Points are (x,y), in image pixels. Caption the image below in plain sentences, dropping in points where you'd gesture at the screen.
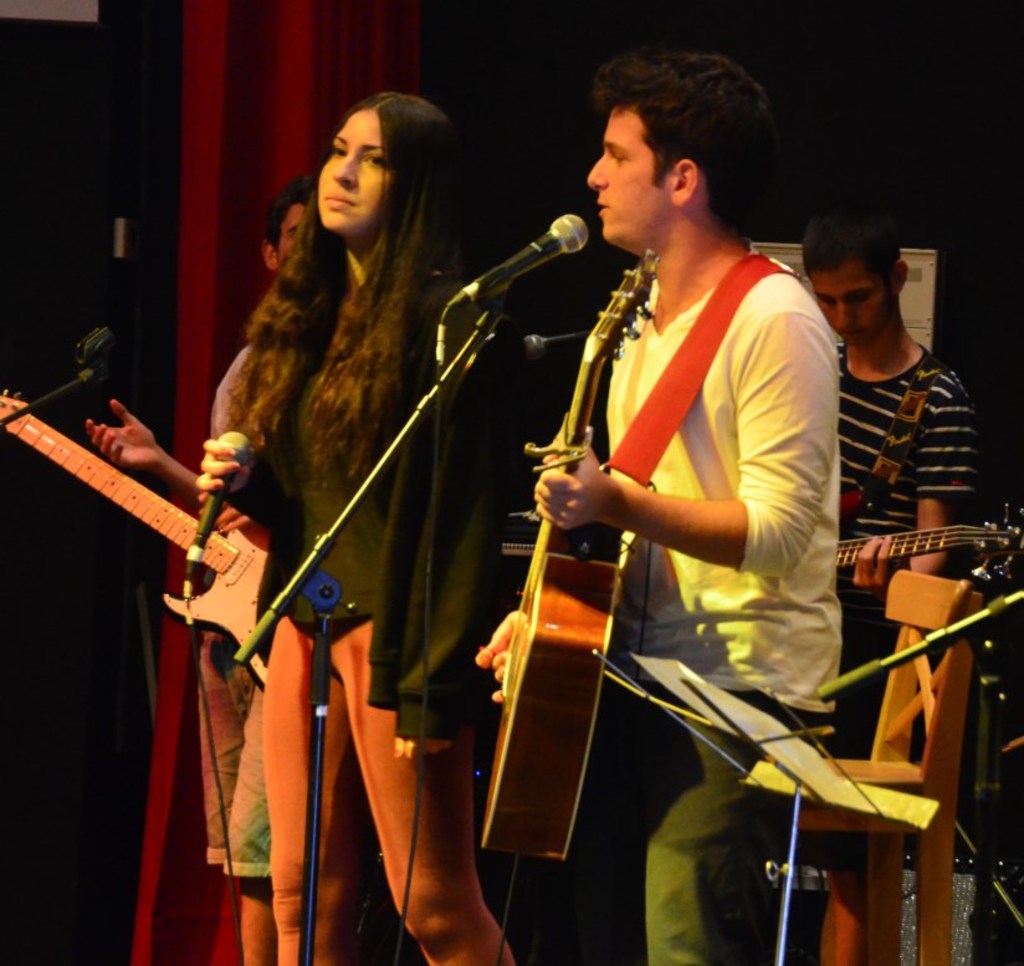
As we can see in the image there are group of people (421,301). The man (743,467) who is standing here is holding guitar (580,724) and the woman (371,215) is holding mic (236,450) and on the right side (924,597) there is a chair (930,696).
